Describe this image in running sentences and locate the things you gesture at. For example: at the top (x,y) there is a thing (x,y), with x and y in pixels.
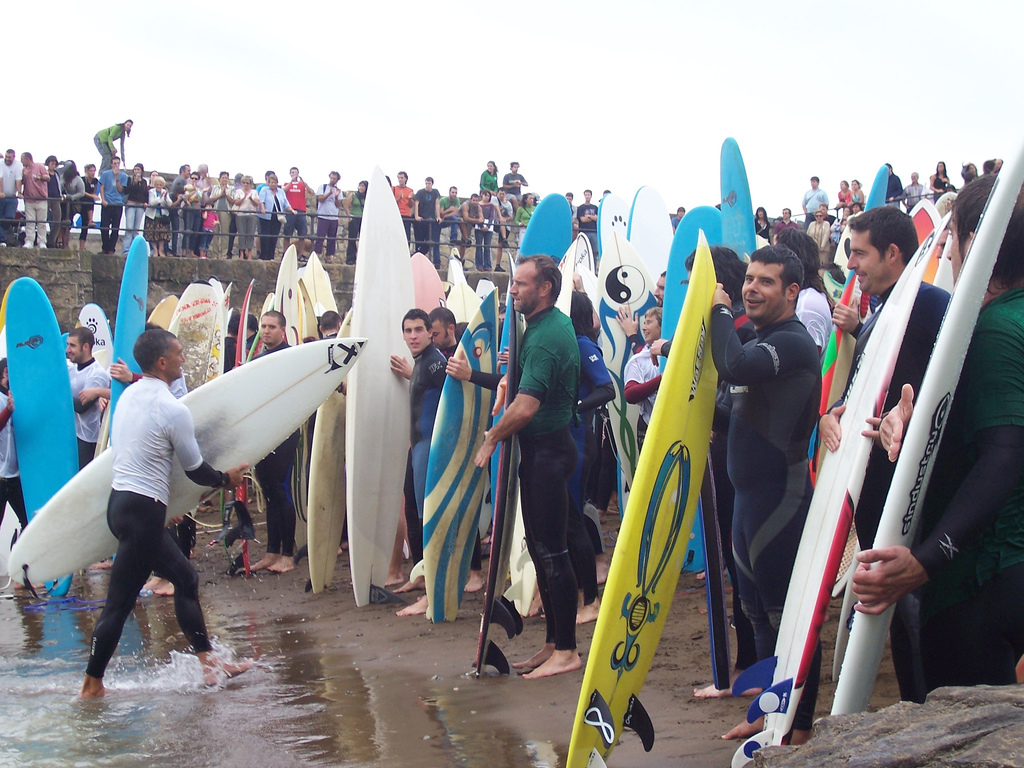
In this image there are group of people (638,364) who are holding the surf boards (656,407) and standing in the sand (499,638). On the left side (50,668) bottom there is water (100,721). In the water (118,689) there is a person (126,519) walking by holding the surfboard (231,442). In the background (228,213) there are few people (163,198) standing on the wall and watching them.
